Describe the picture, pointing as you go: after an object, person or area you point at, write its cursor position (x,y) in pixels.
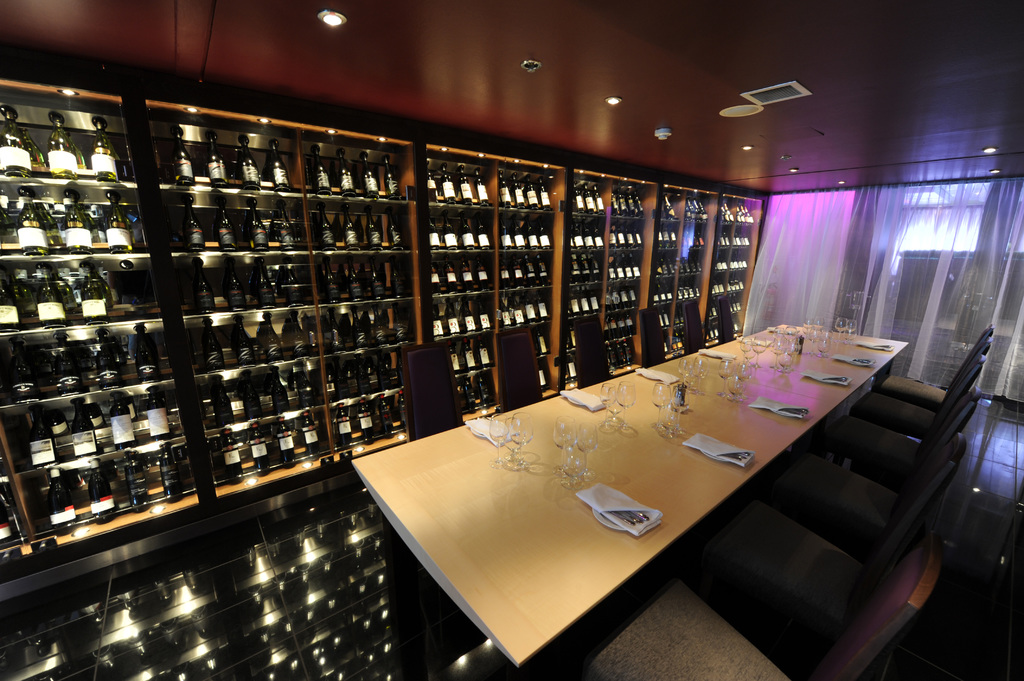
In this image there is a table (623,458) and chairs (774,549) arranged. On the table (589,414) there are few glasses (657,386), napkins (626,509) and a few other objects (603,523) placed. In the background (325,263) there is a rack (18,461) stored with wine bottles (588,244), at the top of the image (620,87) there is a ceiling (692,81) with the lights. On the right side of the image (904,249) there are curtains (932,288) in white color, at the bottom of the image (304,626) there is a floor (340,621) in which we can see the reflections (274,535) of the rack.
